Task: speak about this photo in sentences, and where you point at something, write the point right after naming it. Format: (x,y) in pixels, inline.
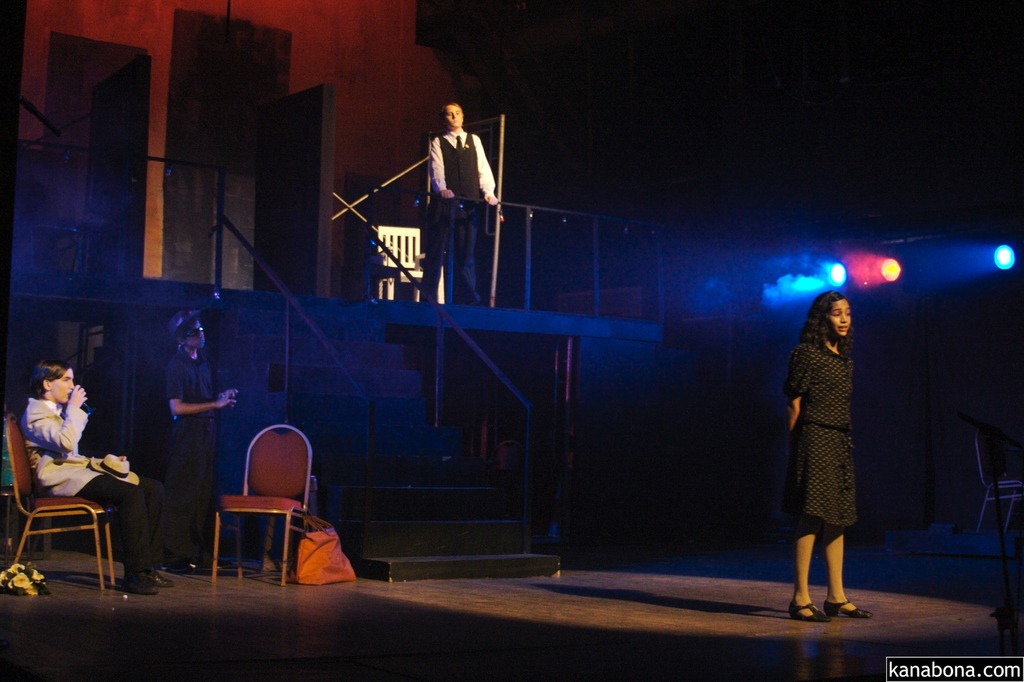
In this image I can see four people (39,399) where one is sitting on a chair (24,489) and rest all are standing. Here I can see hat (109,468) and a carry bag (318,547). I can also see few lights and few more chairs (393,246).
